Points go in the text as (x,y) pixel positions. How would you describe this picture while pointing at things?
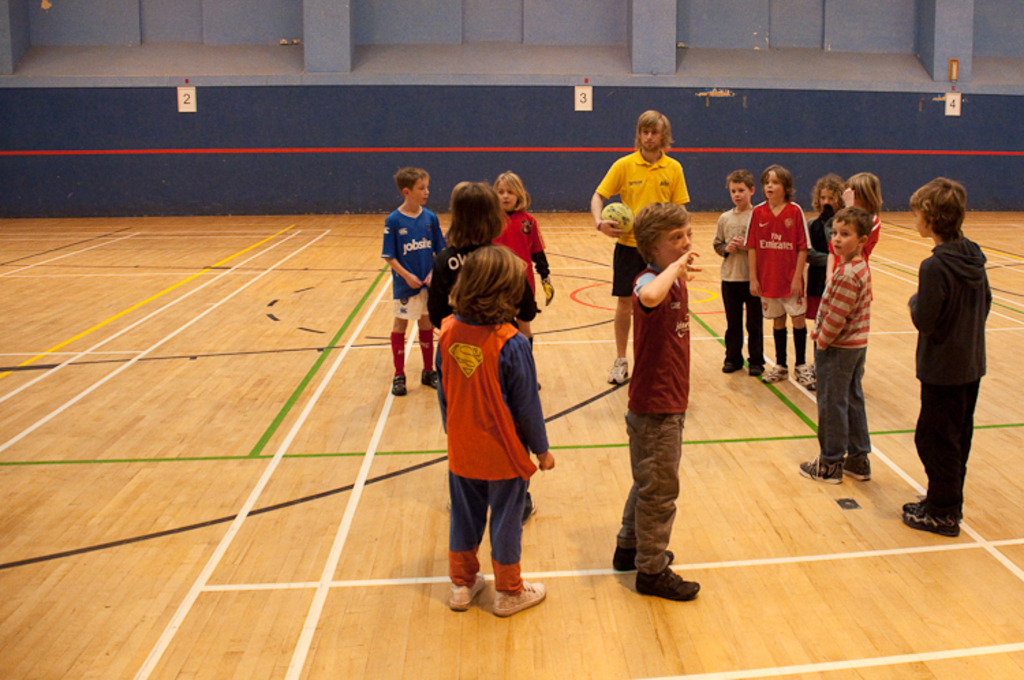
In the image we can see there are kids (951,447) standing on the floor (573,445) and there is a person (657,199) standing and holding ball (622,206) in his hand (613,223).
